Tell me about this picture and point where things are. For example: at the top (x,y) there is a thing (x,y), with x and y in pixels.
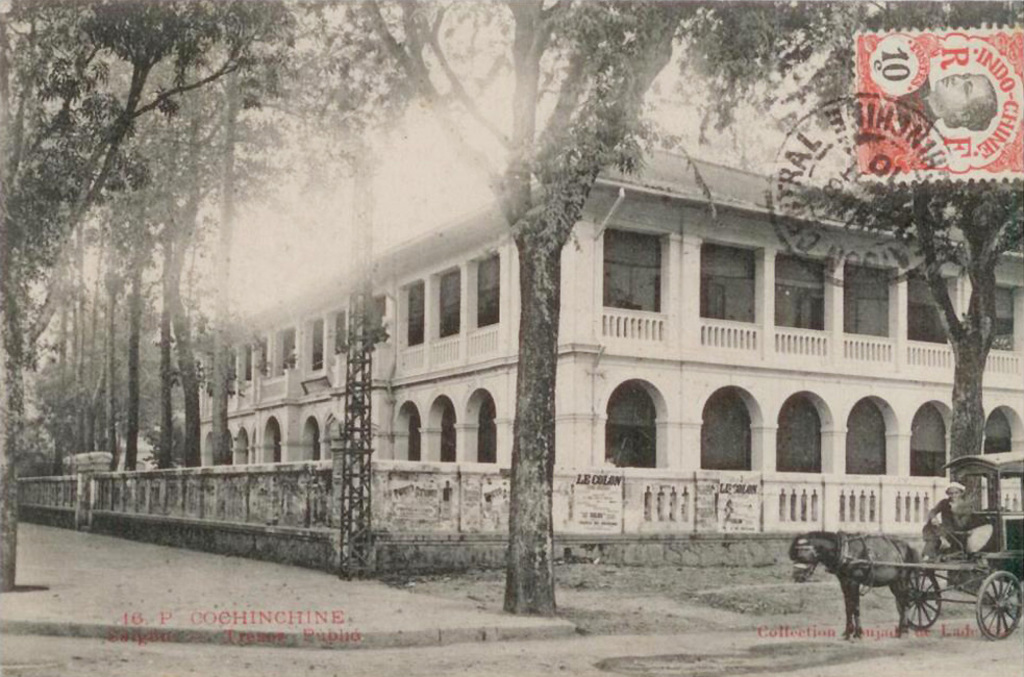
In this image I can see a black and white picture. I can see a cart (959,585) attached to an animal (887,549) and a person (947,529) on the cart (1021,527), few trees (547,515), a metal tower (368,458), a building (379,362) and the sky (419,158).
